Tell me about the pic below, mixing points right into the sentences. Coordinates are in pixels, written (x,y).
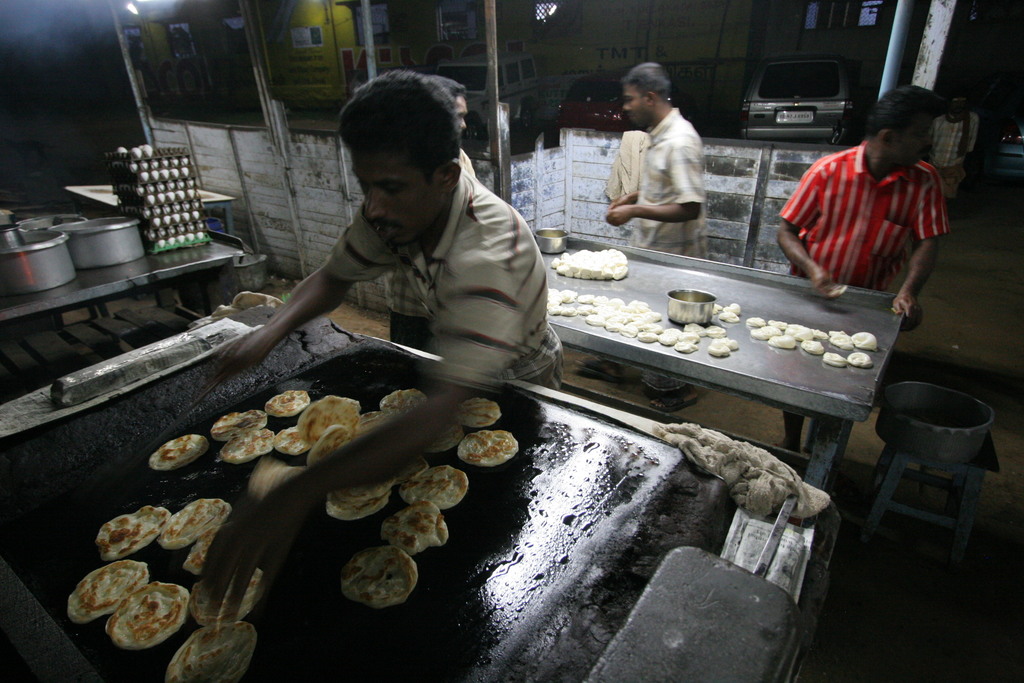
In this image we can see three persons (665,139) standing in front of the table (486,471). In the foreground (203,481) we can see food (278,407) placed on a table (529,633). On the left side of the image (80,236) we can see the group of vessels (94,238) and some eggs (151,199) in trays (174,226). In the background (476,104), we can see group of vehicles (756,105) parked on the ground (744,431) and a building (385,47).
